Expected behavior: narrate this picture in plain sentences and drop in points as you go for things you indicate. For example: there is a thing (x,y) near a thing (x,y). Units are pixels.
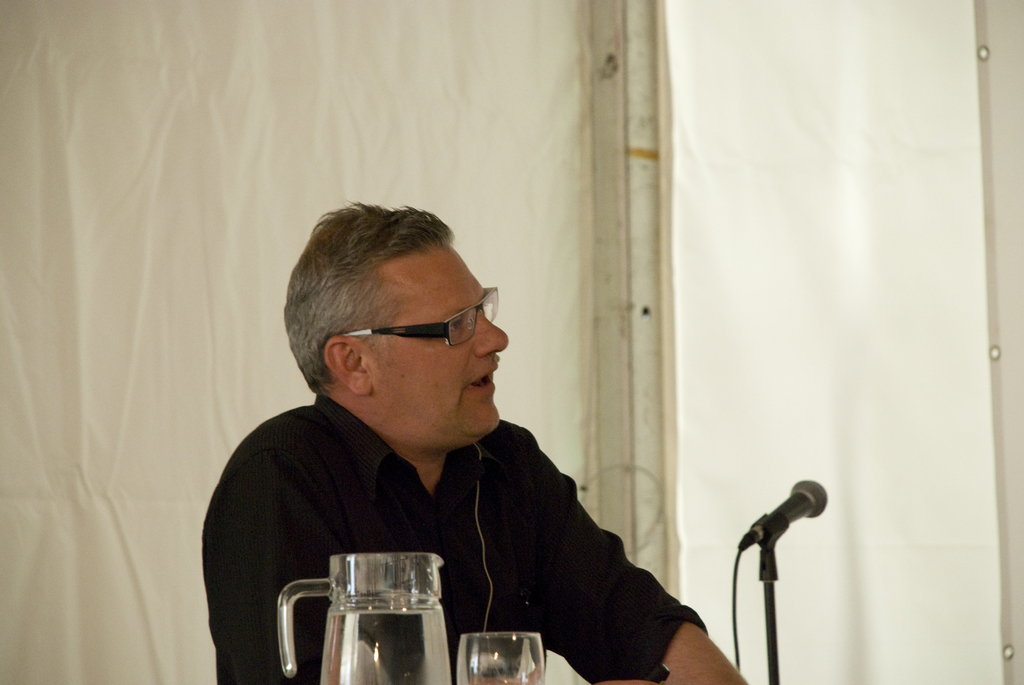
In this image there is a person (443,511) wearing a shirt (392,506) and spectacles (392,332). Bottom of the image (488,684) there is a mike stand (765,624), glass (500,639) and a jar (372,582). Background (58,522) there is a curtain (0,172).
